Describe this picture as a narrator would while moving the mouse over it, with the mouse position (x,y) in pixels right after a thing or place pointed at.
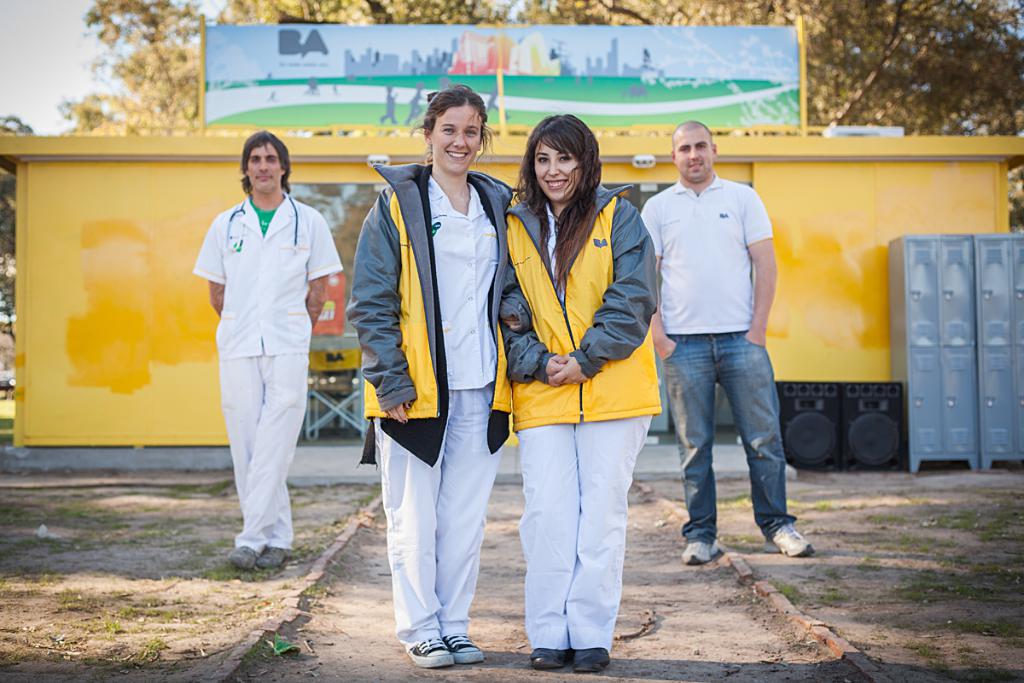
In this image we can see a group of people (568,341) standing on the ground (489,504). In the right side of the image (873,440) we can see the speakers (843,467) and cupboards (990,264). In the background (118,325), we can see a building (104,315), a chair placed on the ground (374,569), board (418,74) with some pictures (525,73). At the top of the image (986,3) we can see a group of trees (324,17) and the sky (49,7).
